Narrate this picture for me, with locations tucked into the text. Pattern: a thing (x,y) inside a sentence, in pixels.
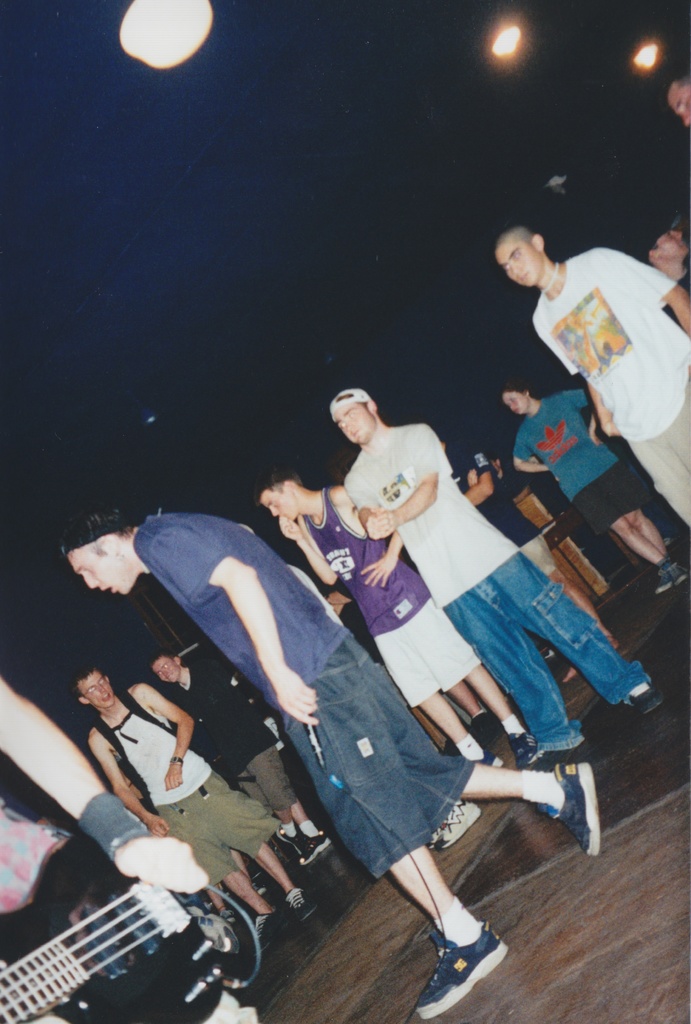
This is the picture taken in a room (622,563), there are group of people (239,666) standing on a floor (555,944). Background of this people (411,674) is black color and three lights (177,45).
